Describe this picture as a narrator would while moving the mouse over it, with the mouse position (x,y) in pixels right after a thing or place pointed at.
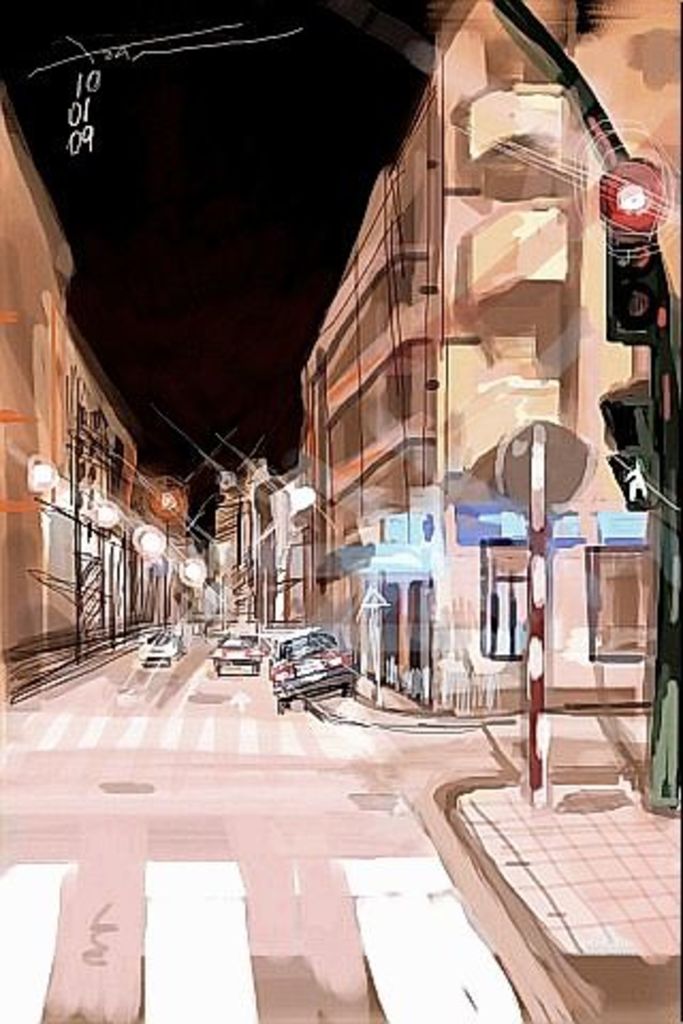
In this image there is a painting (396,312). In the painting (390,544) we can see there is a road (203,856) in the middle (268,670). On the road (218,761) there are vehicles (245,647). There are buildings (88,544) on either side of the road (199,873). On the right side (673,556) there is a pole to which there is a signal light (621,300). There are lights (46,470) attached to the buildings (94,497).
